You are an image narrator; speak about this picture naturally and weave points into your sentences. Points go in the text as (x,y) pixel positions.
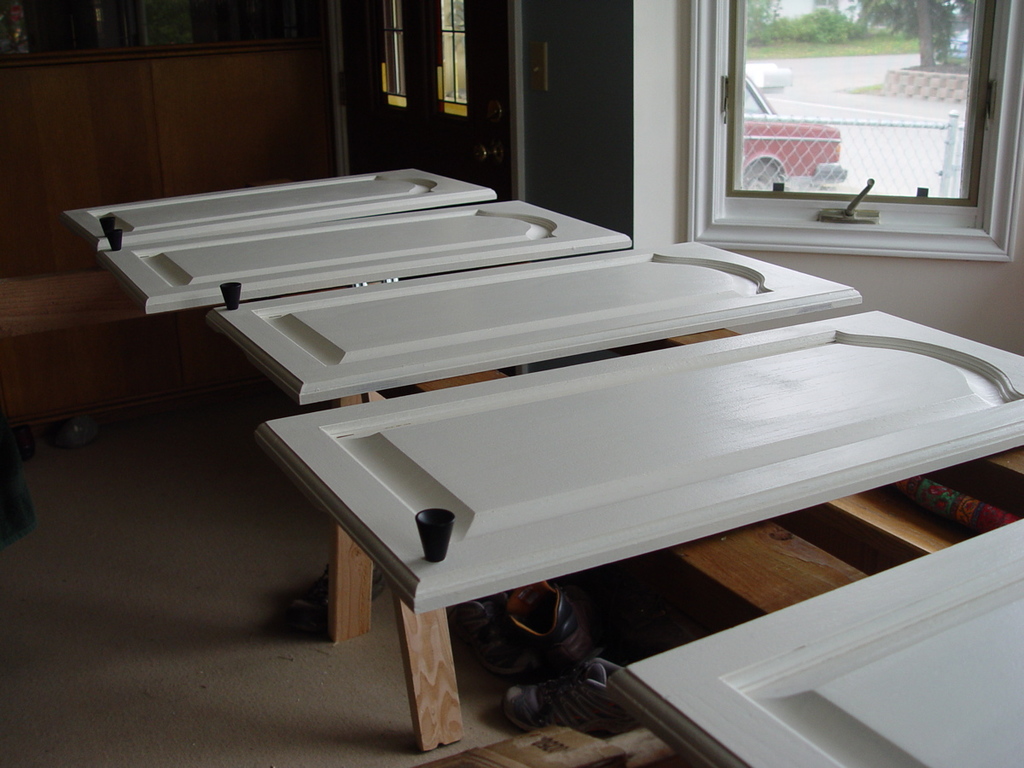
In the picture I can see the white cabinet doors (629,253) on the table (891,508). I can see the shoes (548,628) on the floor (468,677). I can see the wooden cabinet (202,147) on the top left side (211,80). I can see the glass window (770,119) on the top right side (931,104). In the background (848,77), I can see a car (812,157) on the road (869,98).
